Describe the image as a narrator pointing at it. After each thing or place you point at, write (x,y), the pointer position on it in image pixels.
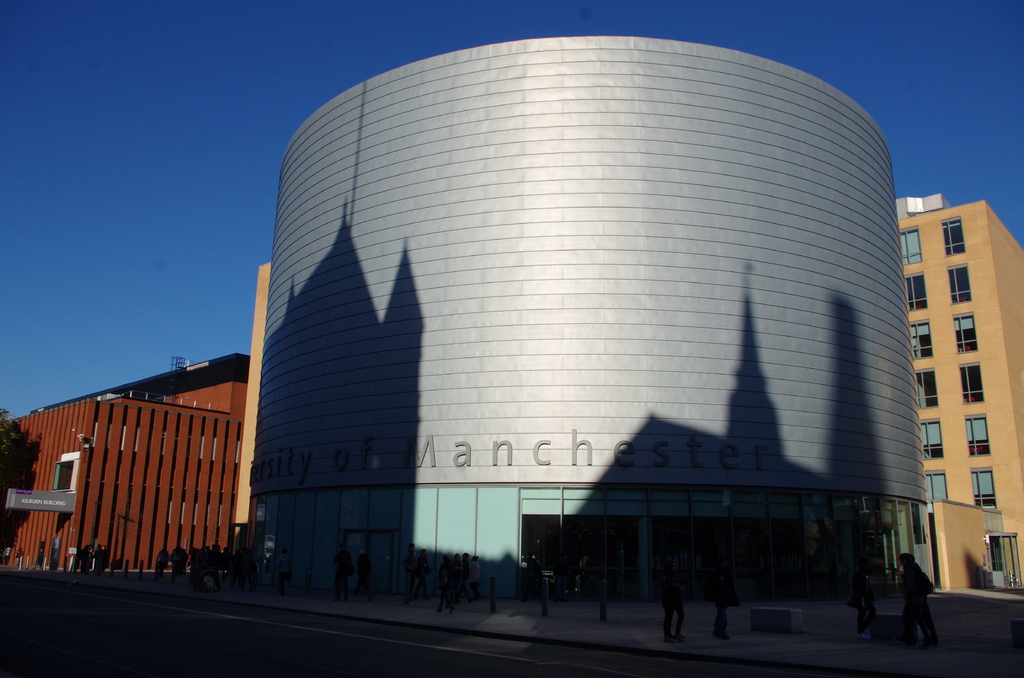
Here we can see buildings (600,385) and few people (928,616). There is a board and trees (7,437). In the background (72,313) there is sky (558,10).
